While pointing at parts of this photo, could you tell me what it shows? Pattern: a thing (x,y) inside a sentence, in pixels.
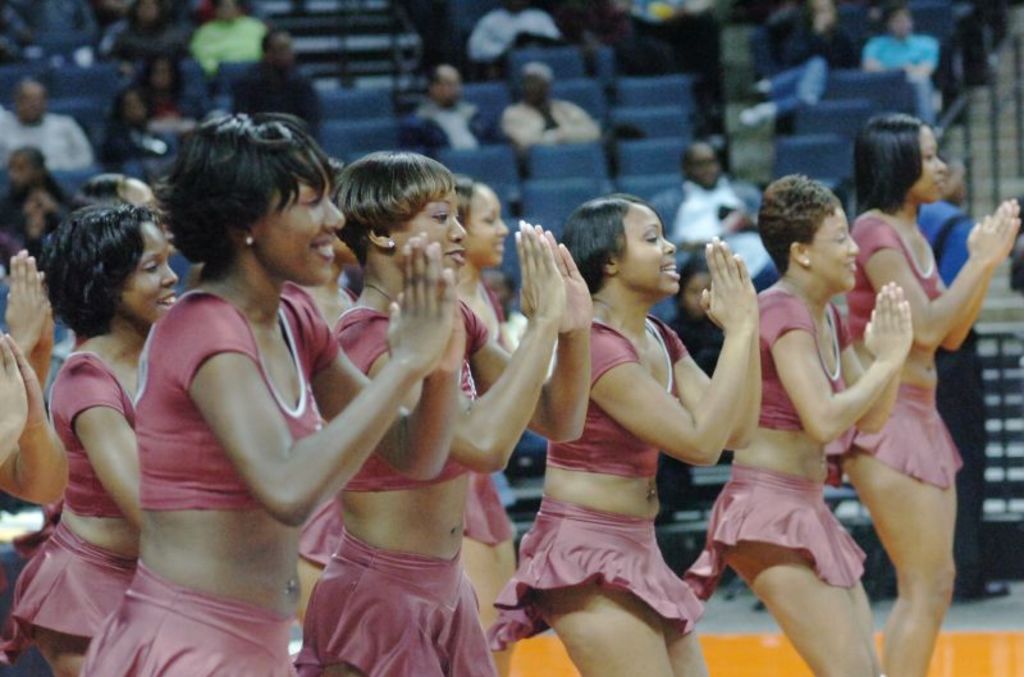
In this image I see women (541,331) over here who are wearing same color dresses (204,345) and I see that most of them are smiling. In the background (107,78) I see the chairs (467,94) on which there are people (259,81) sitting on it and I see the floor (756,617) over here and I see the black color thing (959,420) over here and I see few empty chairs (500,180).
